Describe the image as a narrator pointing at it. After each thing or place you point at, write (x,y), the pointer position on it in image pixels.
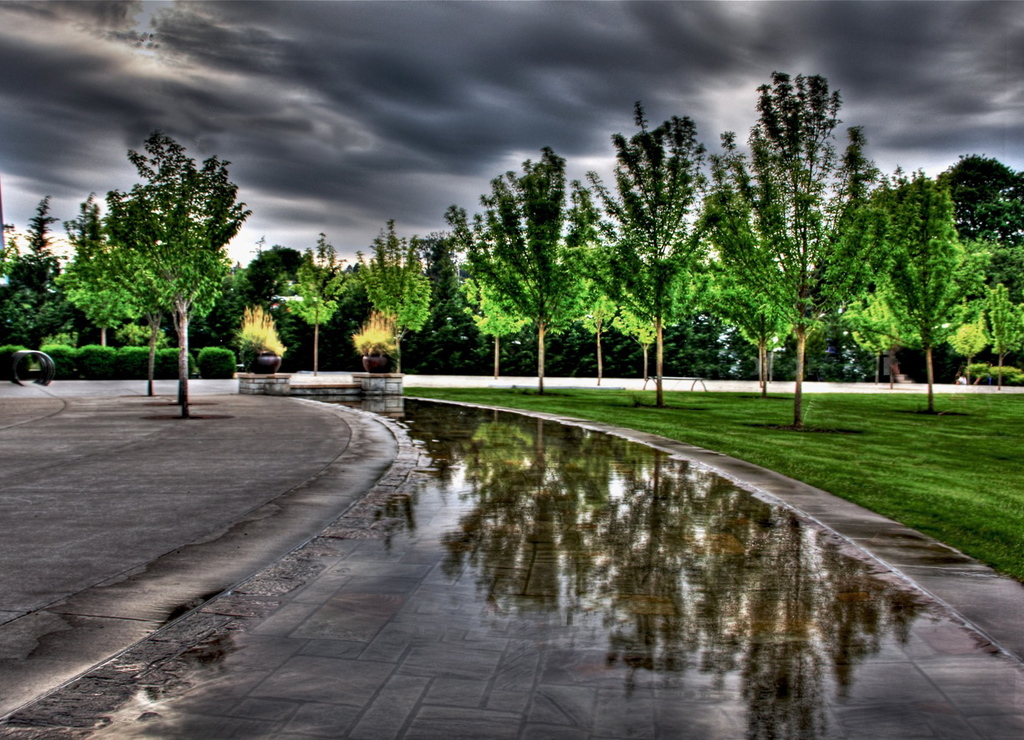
In this image there are trees (154,271) and plants (375,354). At the bottom (355,647) there is water (498,462). In the background (387,156) there is sky (395,114).
